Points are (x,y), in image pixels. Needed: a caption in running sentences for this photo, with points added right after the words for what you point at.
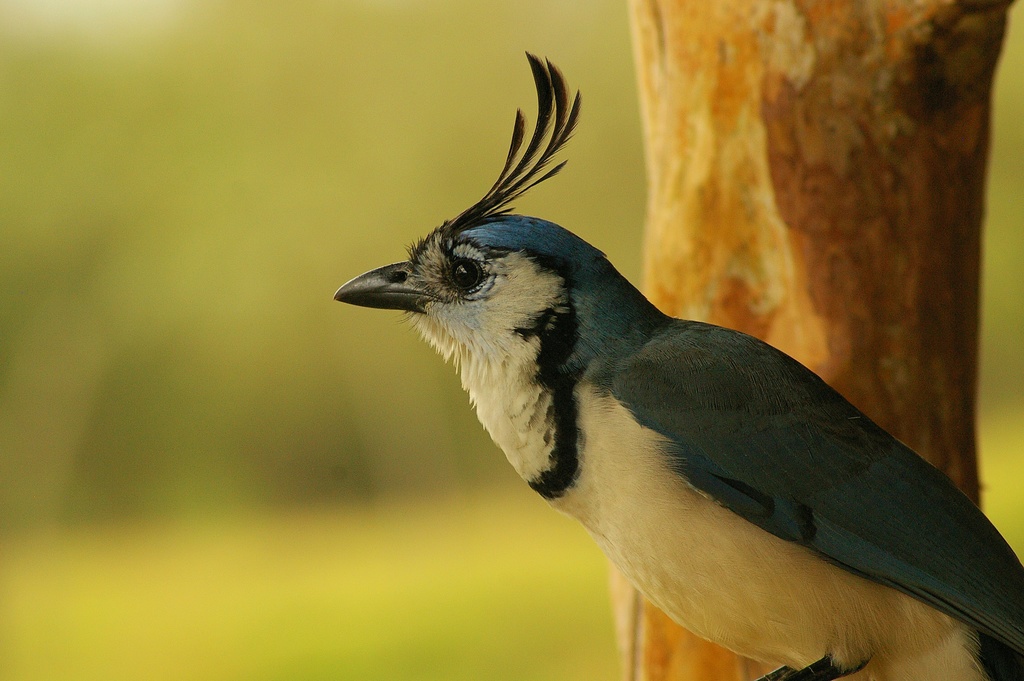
In this image I can see a bird (529,454), a brown colour thing (773,74) and I can see colour of this bird (591,472) is white, black and blue. I can also see green colour in the background (173,28) and I can see this image is blurry from background (265,586).
